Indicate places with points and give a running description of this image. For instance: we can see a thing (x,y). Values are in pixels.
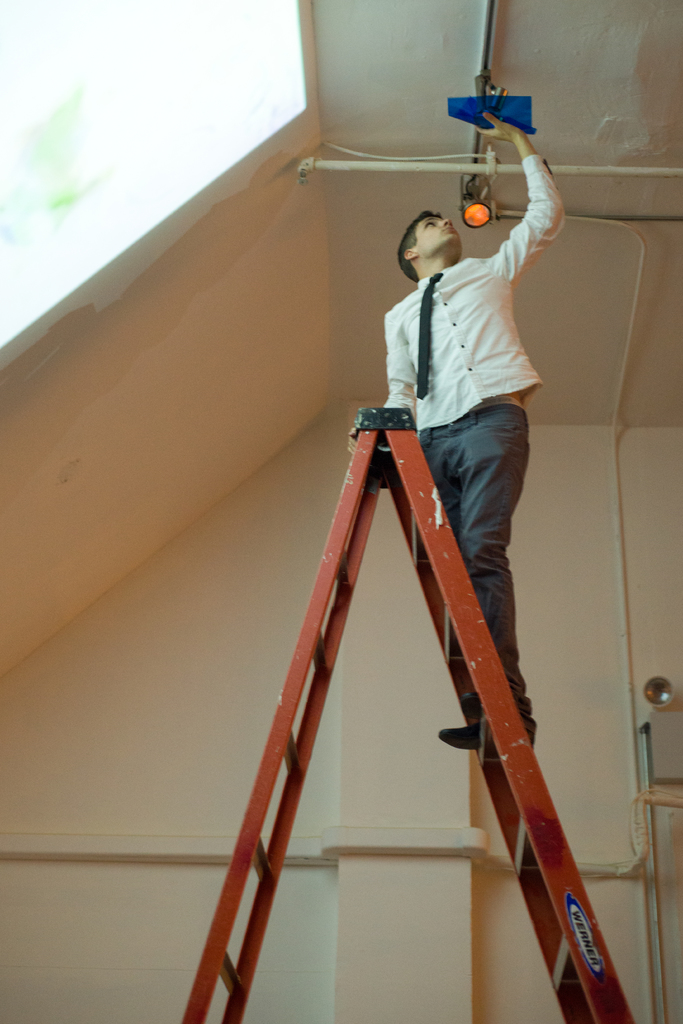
In the image there is a ladder (490,694) and a person (483,528) is standing on the ladder (555,834) and fixing something to the roof (544,122). In the background (173,777) there is a wall (145,711).
